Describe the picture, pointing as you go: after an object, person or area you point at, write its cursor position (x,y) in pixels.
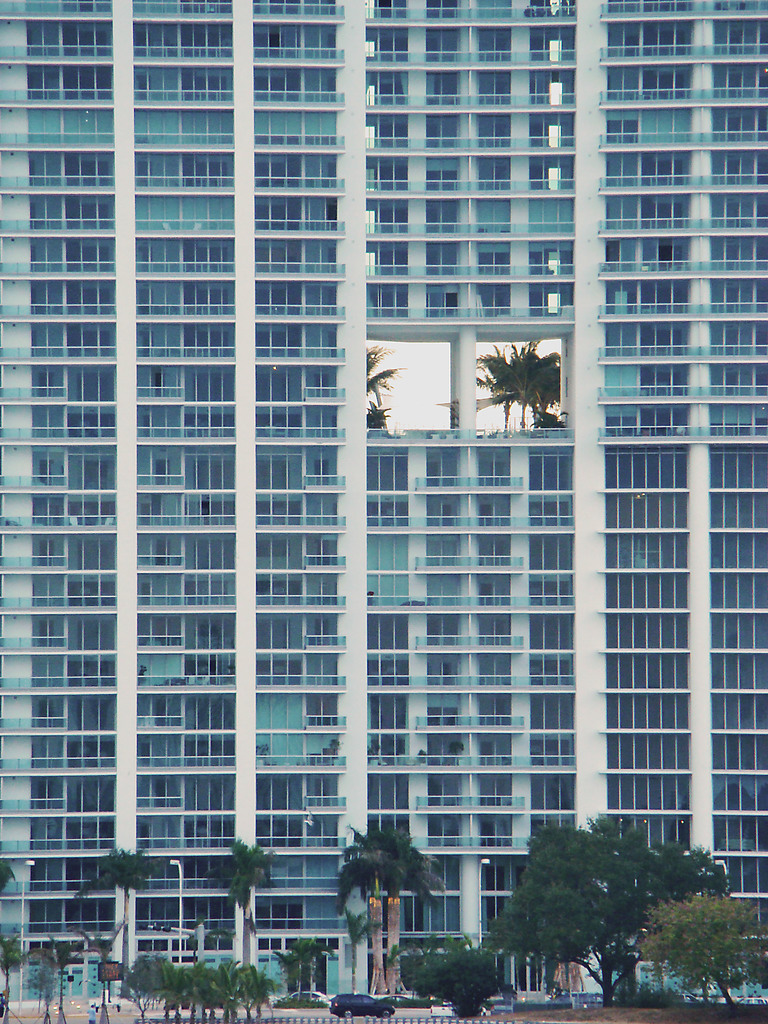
In this image there are trees (378,992), vehicles (377,1007), people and poles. There is a building (52,714) with windows (377,539), railing (314,724). And in the middle (431,374) we can see the trees (501,354) and there is sky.
